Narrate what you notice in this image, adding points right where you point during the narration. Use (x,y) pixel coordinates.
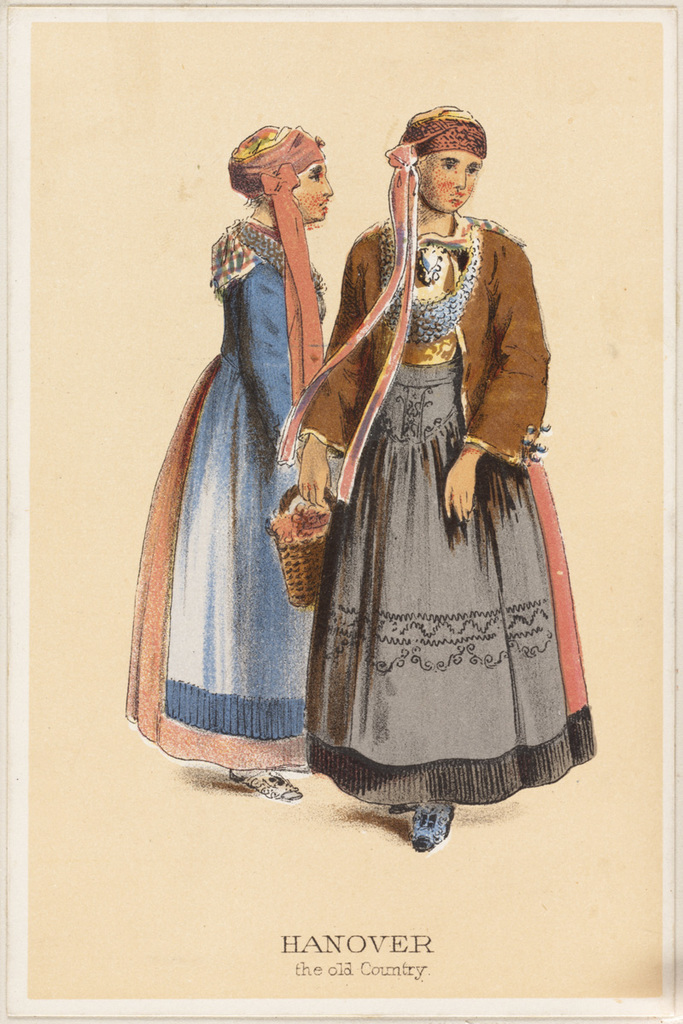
In this image we can see a poster (395,889). On poster (373,525), we can see the drawing (365,508) of few persons (373,557) and some text (373,968) on it.
